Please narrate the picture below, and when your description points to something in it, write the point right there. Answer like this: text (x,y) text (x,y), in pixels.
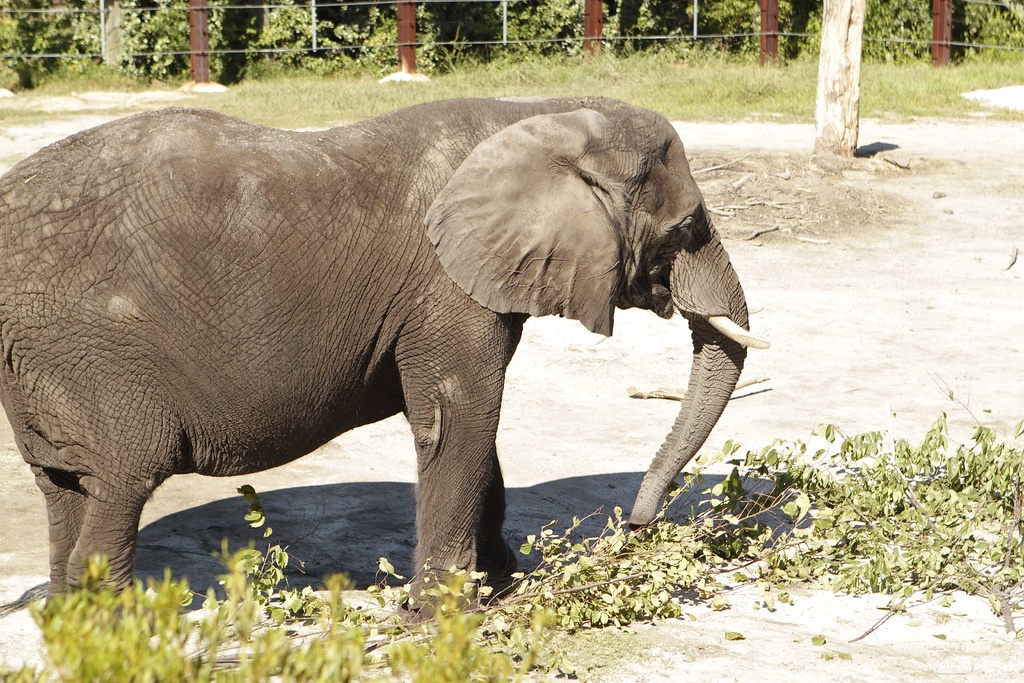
At the bottom of the image (903,576) on the ground (628,646) there are leaves (899,532). Behind them there is an elephant (326,342) standing. Behind the elephant (256,307) there are poles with fencing (935,42). Behind the fencing (364,45) there are leaves (383,40).
